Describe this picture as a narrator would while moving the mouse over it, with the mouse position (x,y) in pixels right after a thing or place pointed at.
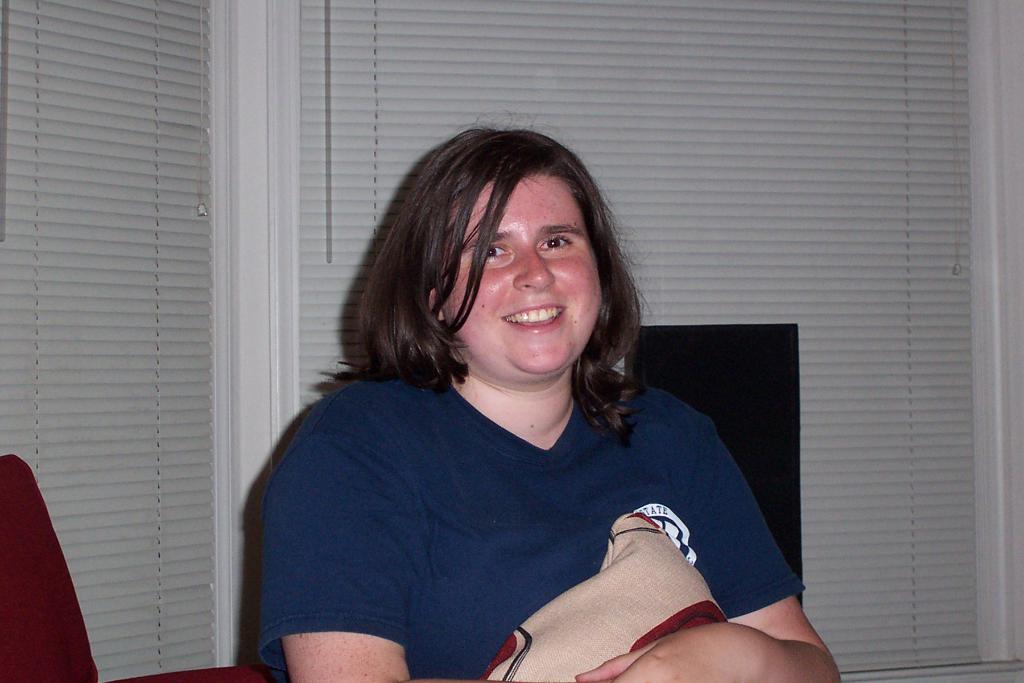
In this image, we can see a woman (352,546) sitting and she is smiling, in the background (352,54) we can see white color windows (544,111).
